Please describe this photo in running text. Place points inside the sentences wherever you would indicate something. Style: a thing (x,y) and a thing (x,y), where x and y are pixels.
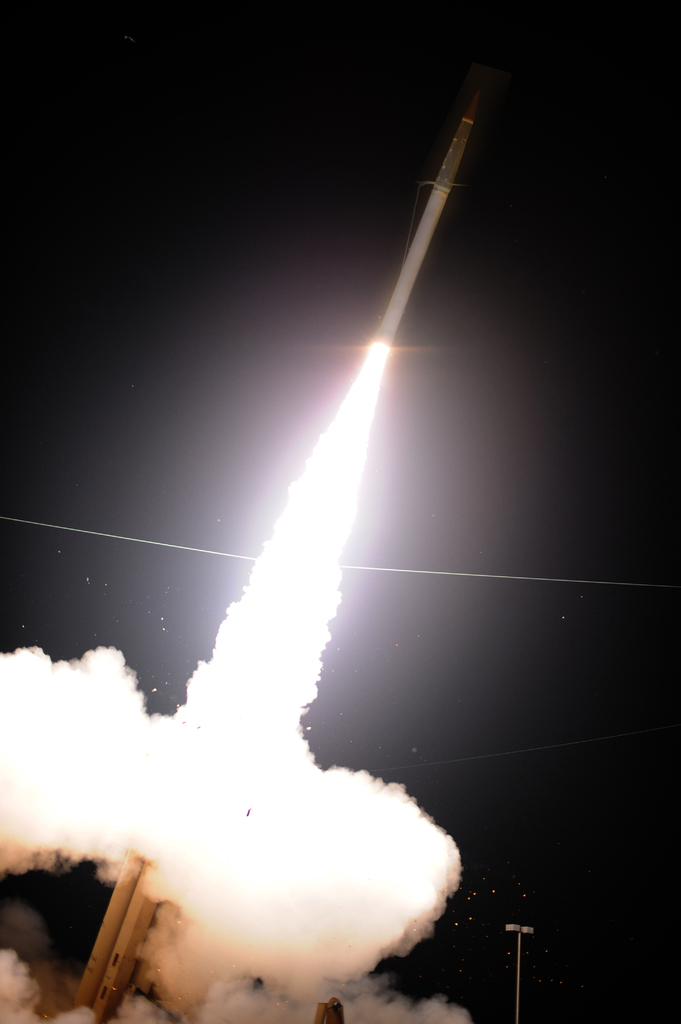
In the picture I can see a rocket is flying in the air (392,601). Here we can see the white color smoke (284,888), light poles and the dark sky (451,577) in the background (439,569).
